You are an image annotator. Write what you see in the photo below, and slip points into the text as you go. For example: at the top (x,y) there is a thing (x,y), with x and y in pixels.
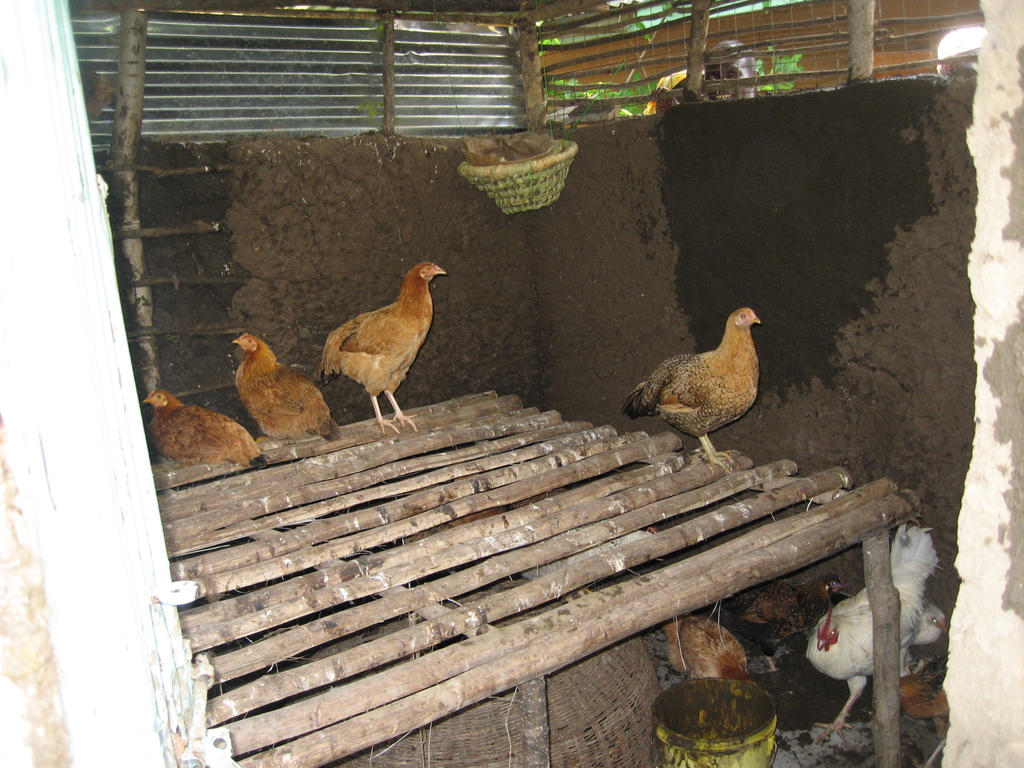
In the picture I can see a rooster (809,655) and hens (673,400) on a wooden surface (483,486). In the background (546,265) I can see a wall (622,201) and some other objects (618,670) on the ground (790,630). The rooster (834,622) is white in color.
